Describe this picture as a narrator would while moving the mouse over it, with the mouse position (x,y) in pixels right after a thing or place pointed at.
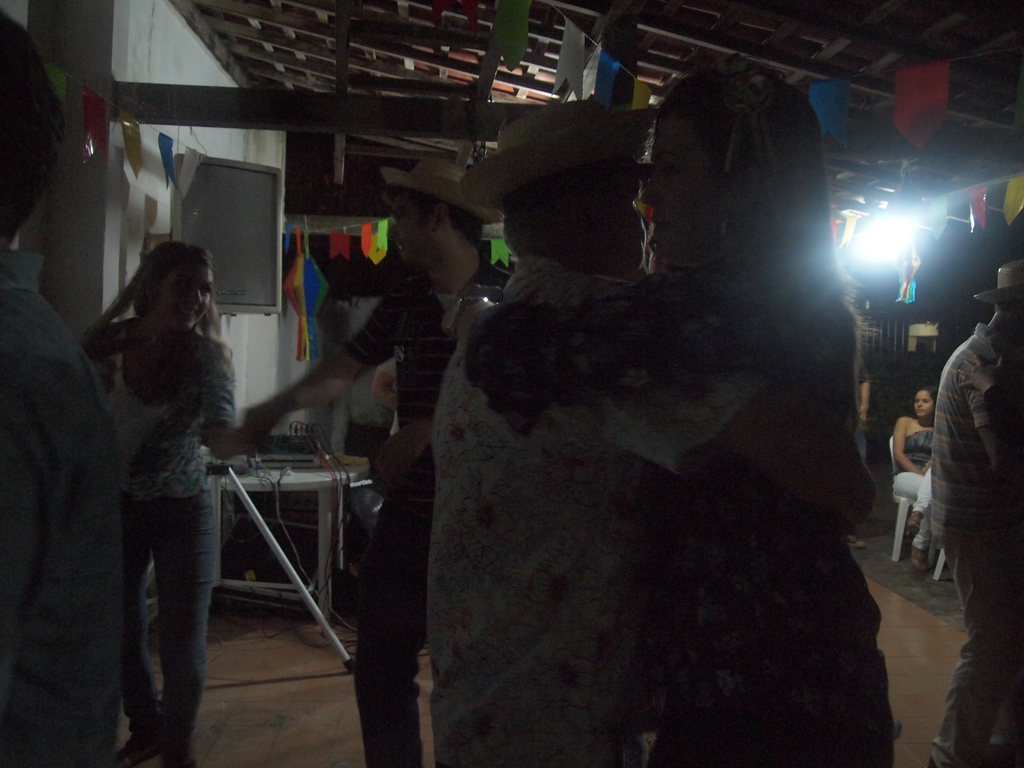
The picture is taken inside the room (871,463). In this image, we can see a group of people (774,246). On the right side (910,459), we can see a woman (912,446) sitting on the chair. On the left side (273,471), we can see a table (263,483), on that table (329,487), we can see electronic instrument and a speaker (281,293). In the background (341,243), we can also see flags (285,236), lights (884,240). At the top (866,2), we can see a roof (492,113).
